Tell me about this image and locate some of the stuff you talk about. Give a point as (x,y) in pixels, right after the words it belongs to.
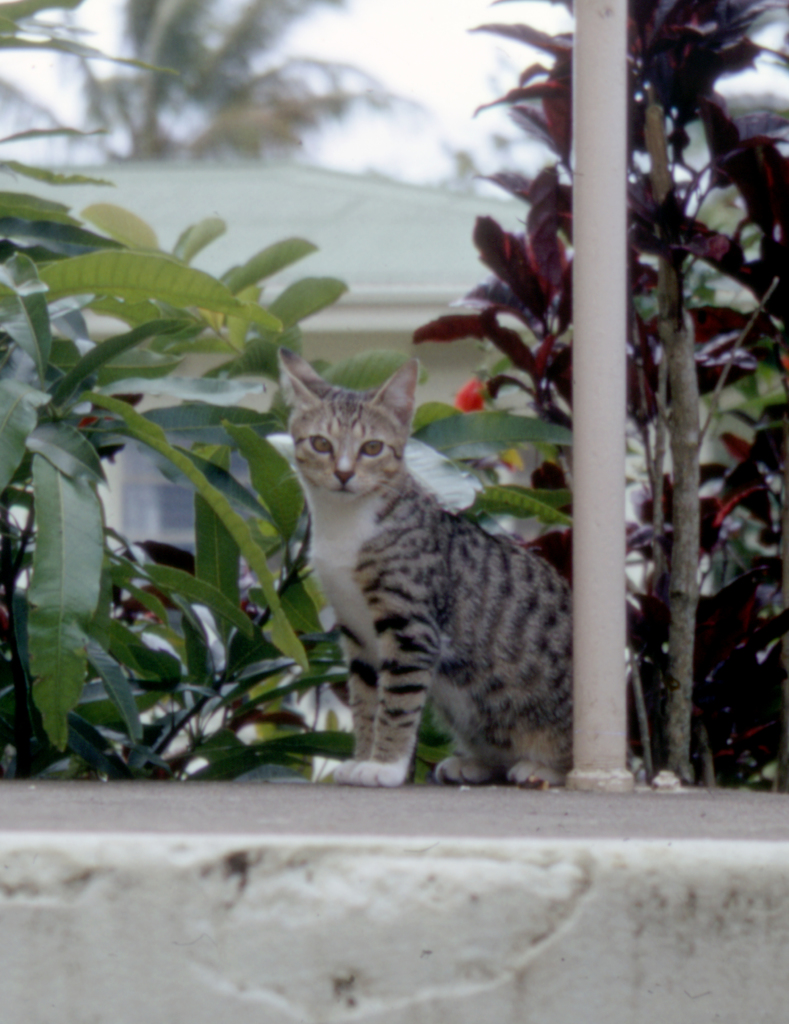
In this image we can see cat (348,566) on the wall (529,795). On the left side of the image (14,281) we can see tree (2,310). On the right side of the image (635,750) we can see pole (604,652) and tree (642,381). In the background (351,228) we can see building (316,205), trees (330,73) and sky (396,60).
